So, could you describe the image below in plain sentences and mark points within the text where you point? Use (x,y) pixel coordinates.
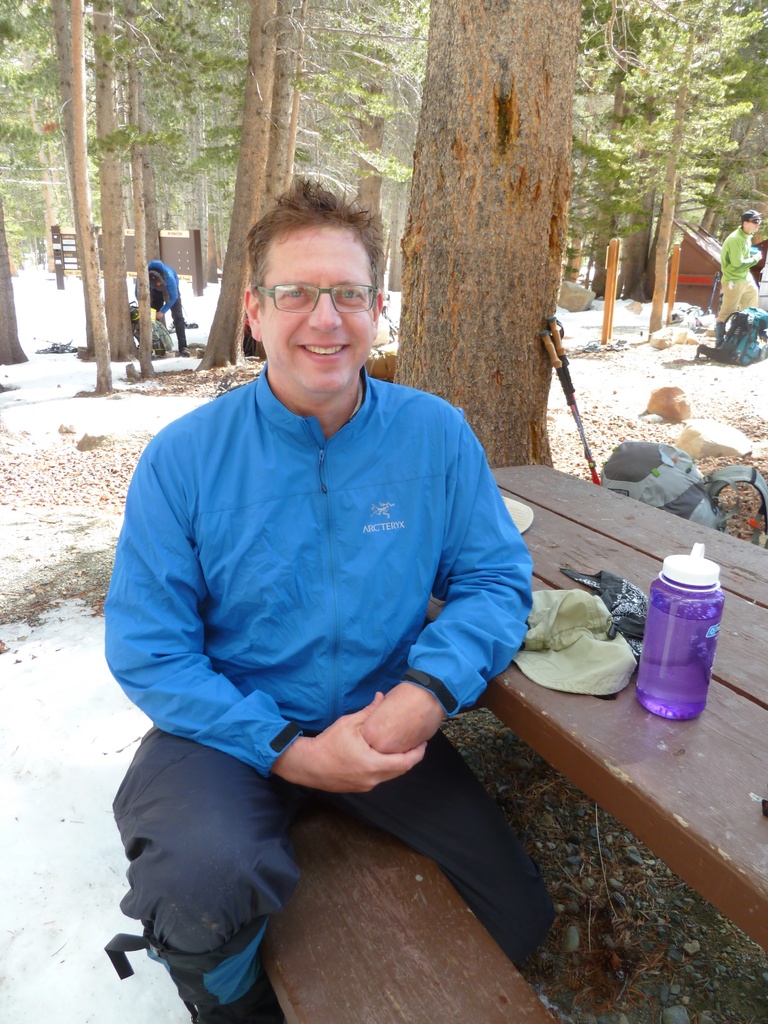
In this picture there is a man (281,617) wearing blue jacket (309,621) and sitting on the chair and table (558,562) on which there is a bottle (679,668) in behind him there are some trees (540,227), plants (619,134) and some people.
